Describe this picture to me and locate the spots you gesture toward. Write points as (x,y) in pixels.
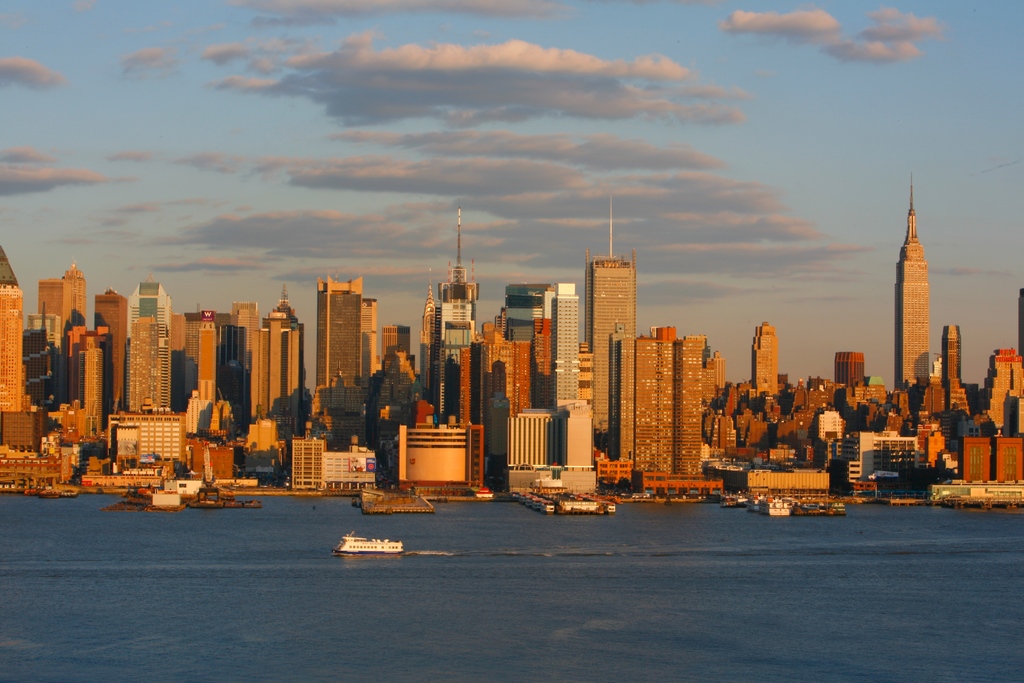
In this picture I can see buildings (471,364) and few boats (233,498) in the water (536,539) and I can see a blue cloudy sky (687,166).
